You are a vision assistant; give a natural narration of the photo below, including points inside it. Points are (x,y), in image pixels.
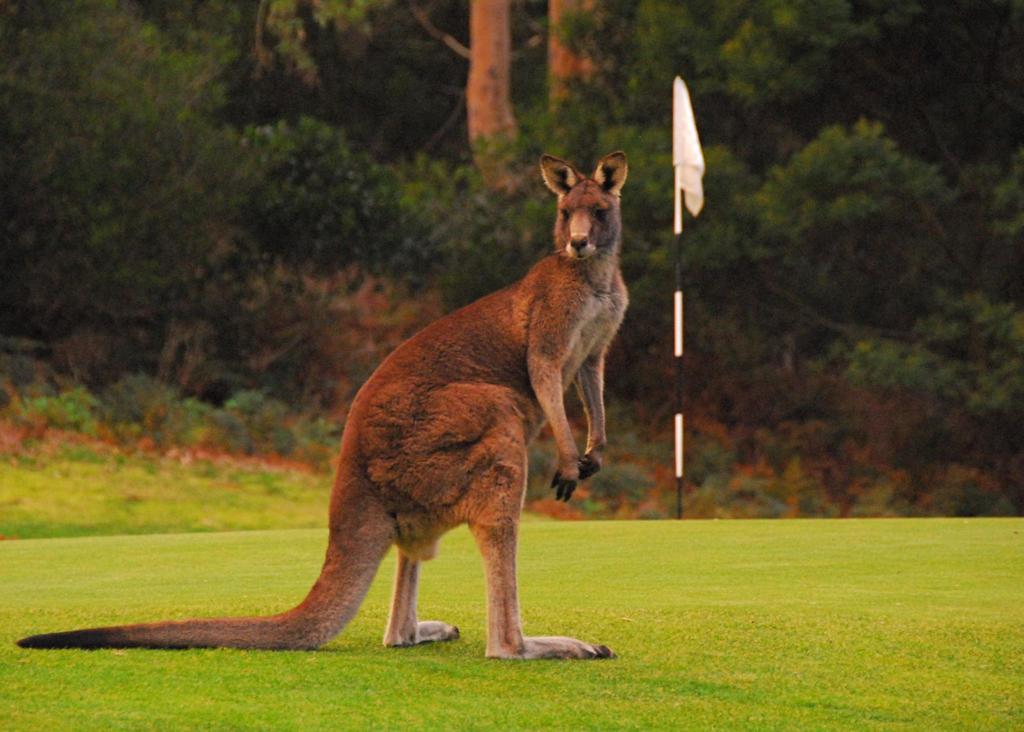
In this picture I can see there is a kangaroo (574,648) and it has a long tail (362,530). There is some grass (719,545) on the floor (15,471) and there are few plants (668,424) and trees (665,87) in the backdrop (323,204).
